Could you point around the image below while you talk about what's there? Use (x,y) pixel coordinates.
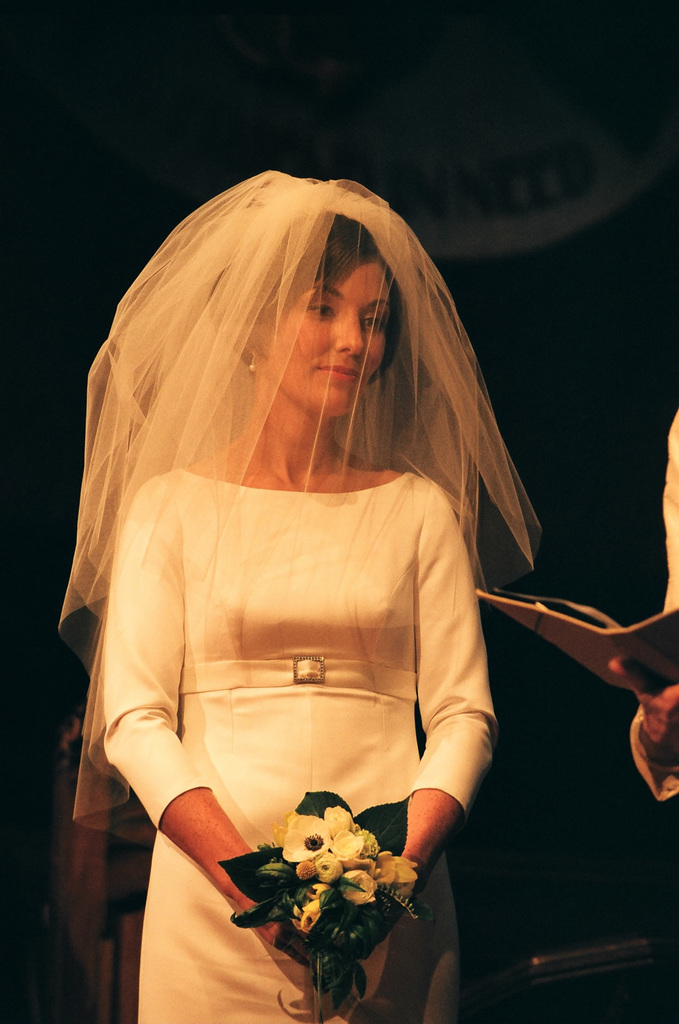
In this image I can see a person (142,398) standing and wearing white color and holding a bouquet (351,916). Back I can see a black color background (529,67).
